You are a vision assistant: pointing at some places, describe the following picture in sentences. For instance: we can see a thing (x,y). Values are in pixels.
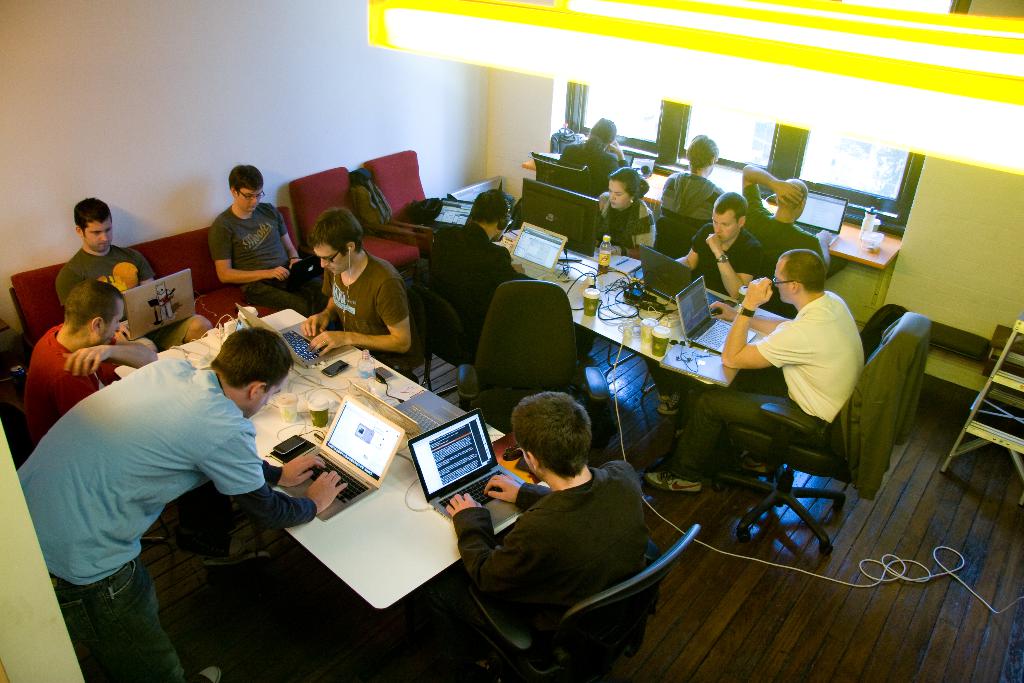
This Image is clicked in a room (593,297). There are lights (830,41) on the top (640,63). There are so many chairs (896,309) and tables (616,331) people (564,454) are sitting on chairs (823,493). There are wires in the bottom (923,575), there is a ladder (1021,322) on the right side (1020,447). On the table (330,543) there are coffee glasses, Water bottles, laptops (533,230), wires (653,299), mobile (337,374), phones (374,369), books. There are windows (870,171) on the right side (870,155).
